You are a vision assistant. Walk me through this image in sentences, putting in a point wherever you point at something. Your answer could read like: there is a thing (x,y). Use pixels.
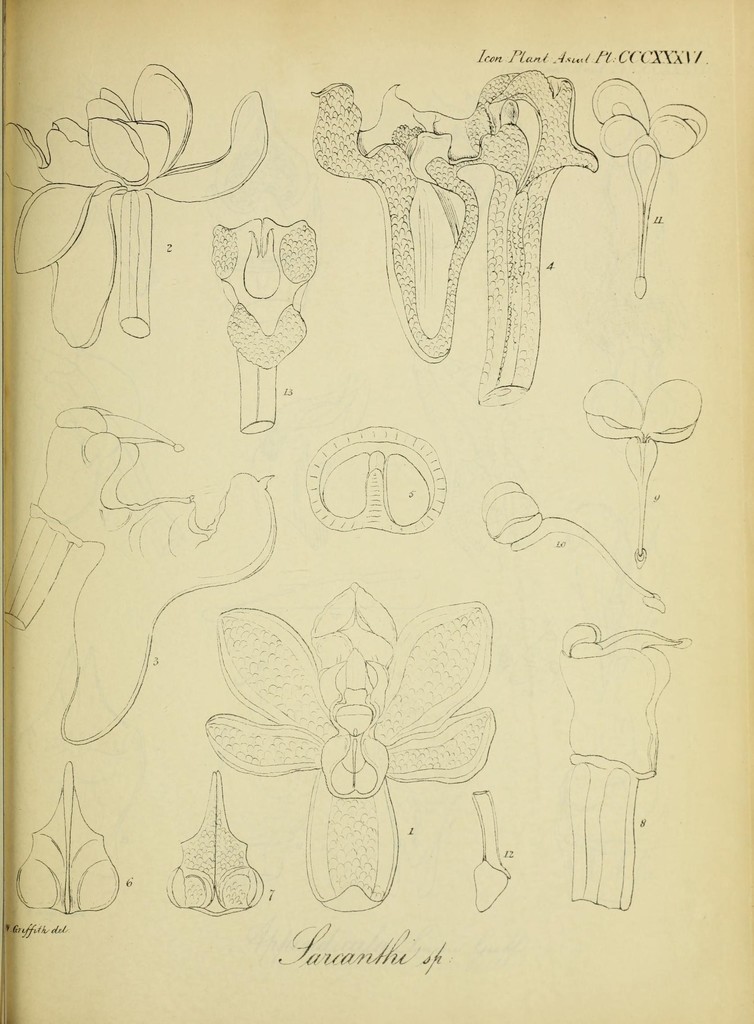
In this image I can see the sketch (505,207) of the part of the plant (415,506). They are on the cream color paper (650,922).
